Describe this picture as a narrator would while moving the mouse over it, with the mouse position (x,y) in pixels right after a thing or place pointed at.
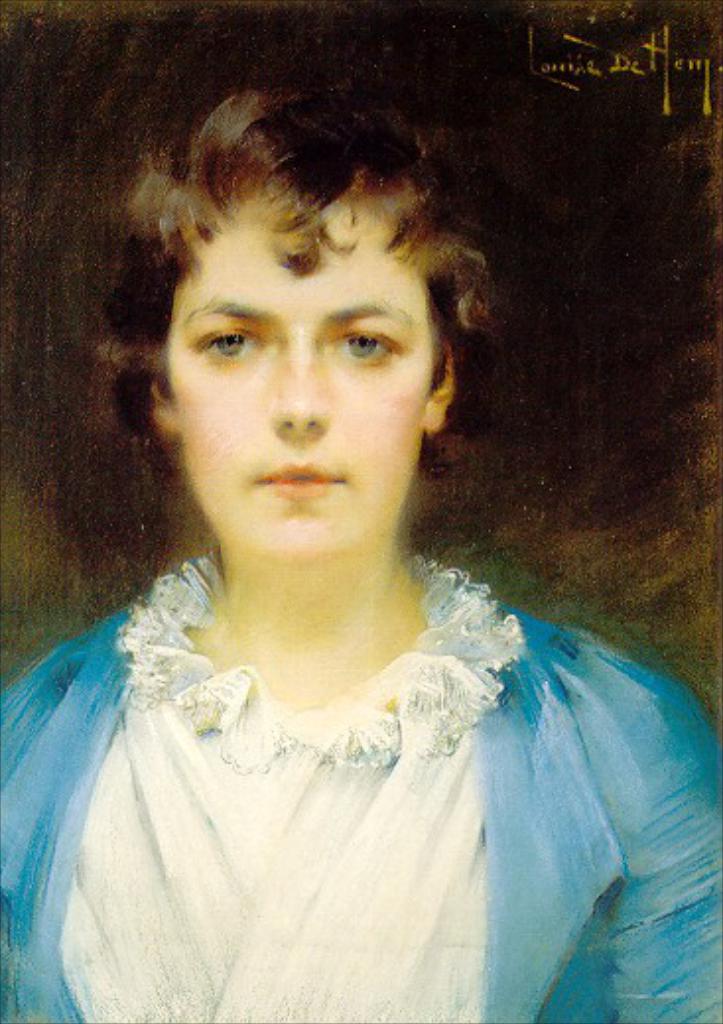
In this picture we can see painting (232,537) of a woman (232,537) on the board (26,326).
